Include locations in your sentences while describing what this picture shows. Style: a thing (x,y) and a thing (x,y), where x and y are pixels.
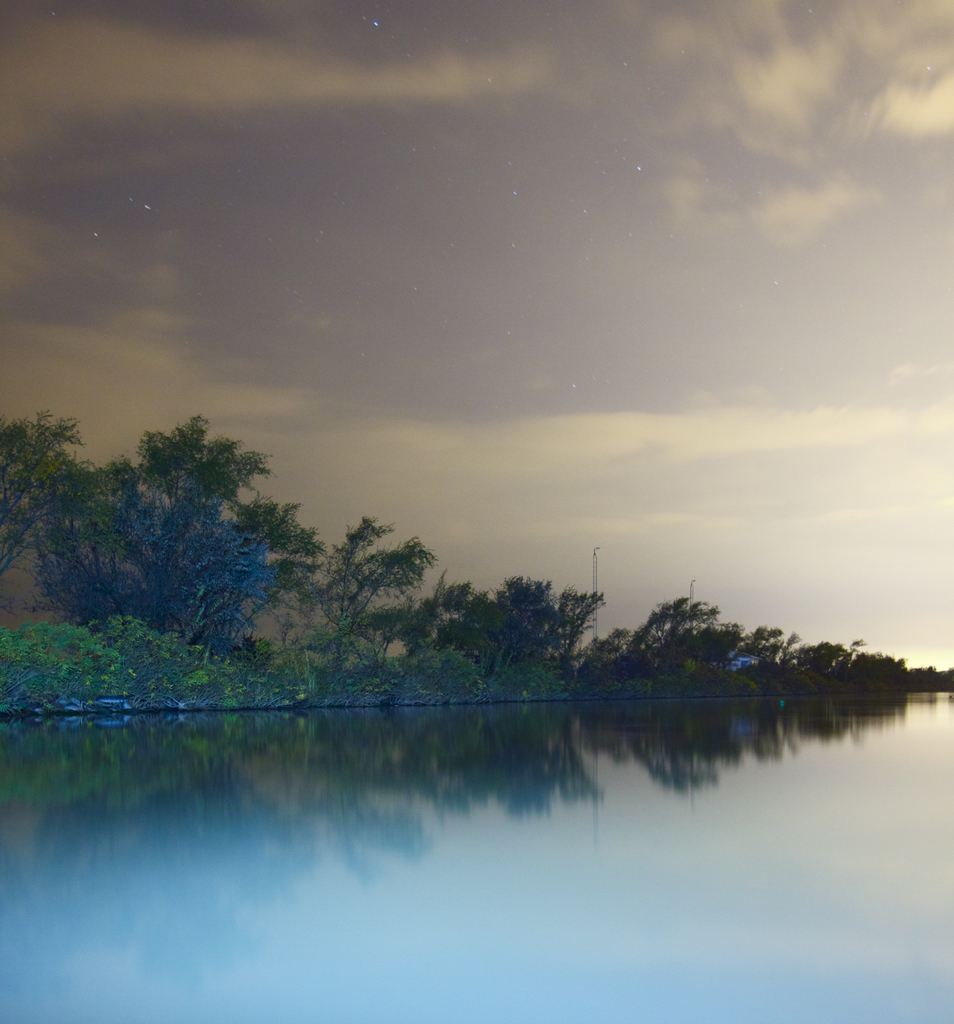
In this image there is water (660,814). There are trees (648,669) and grass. There is sky (497,193).
